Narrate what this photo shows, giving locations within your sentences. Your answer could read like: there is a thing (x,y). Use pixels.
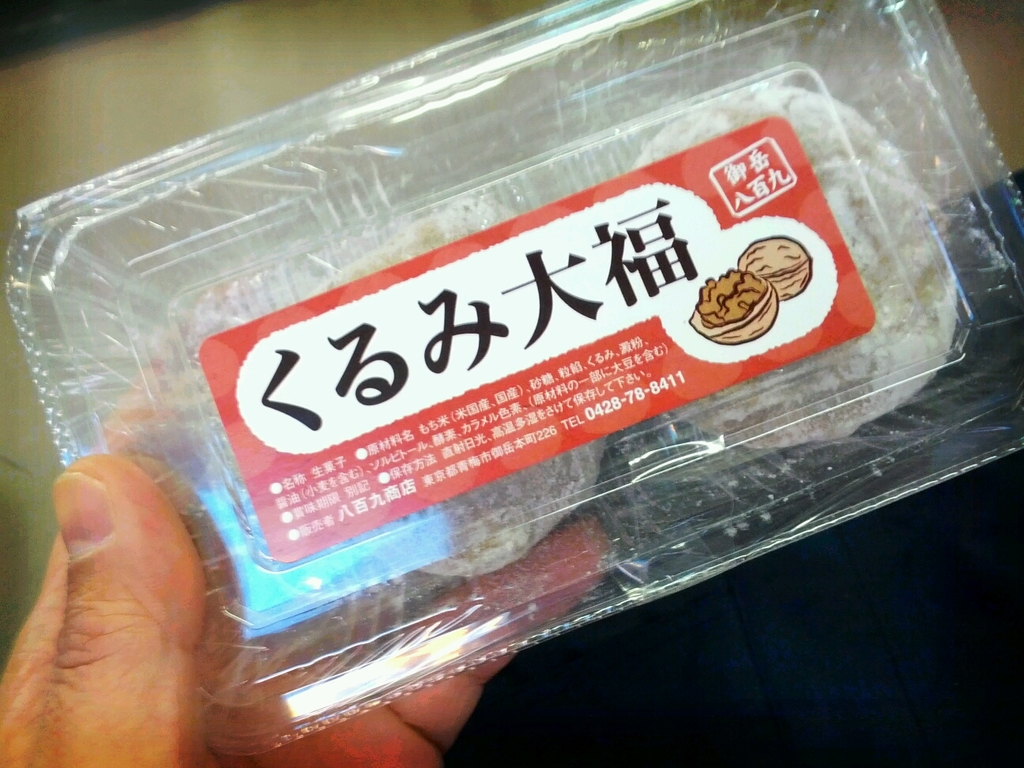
In this image, in the left corner (195,671), we can see the hand (126,749) of a person (58,660) holding a box (350,644). On the box (160,376), we can see a paper (247,487) is attached to it.
